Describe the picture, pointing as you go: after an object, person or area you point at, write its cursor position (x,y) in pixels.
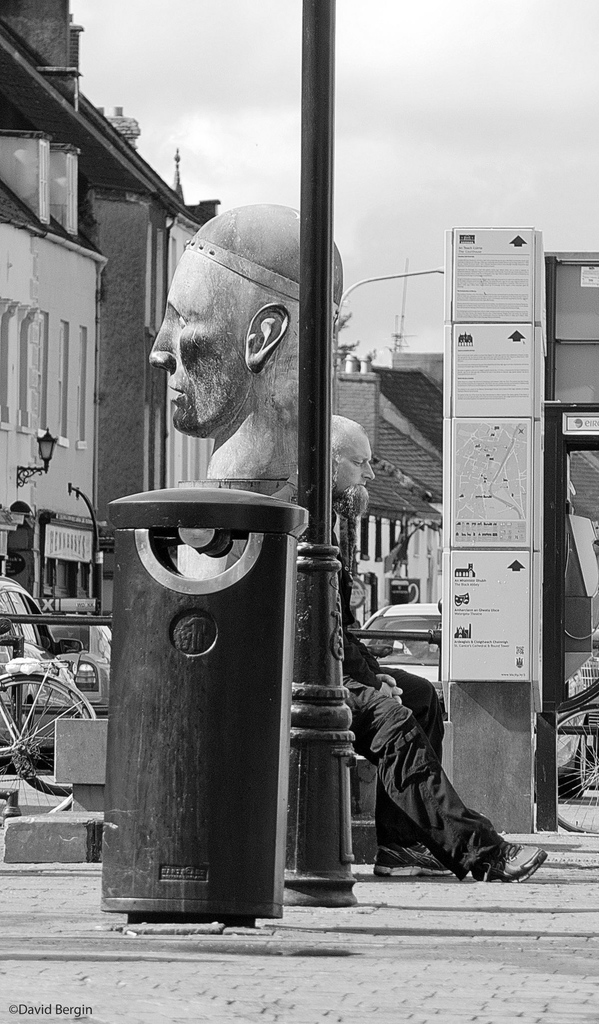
In this image I can see a person (360,487) wearing black dress (425,743), a statue (255,235) of a person's head (264,331), a bin (278,611), a pole (300,646) and a bicycle (32,714). In the background (87,666) I can see few vehicles (87,629) on the road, the sidewalk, few buildings (439,551) and the sky (477,199).
